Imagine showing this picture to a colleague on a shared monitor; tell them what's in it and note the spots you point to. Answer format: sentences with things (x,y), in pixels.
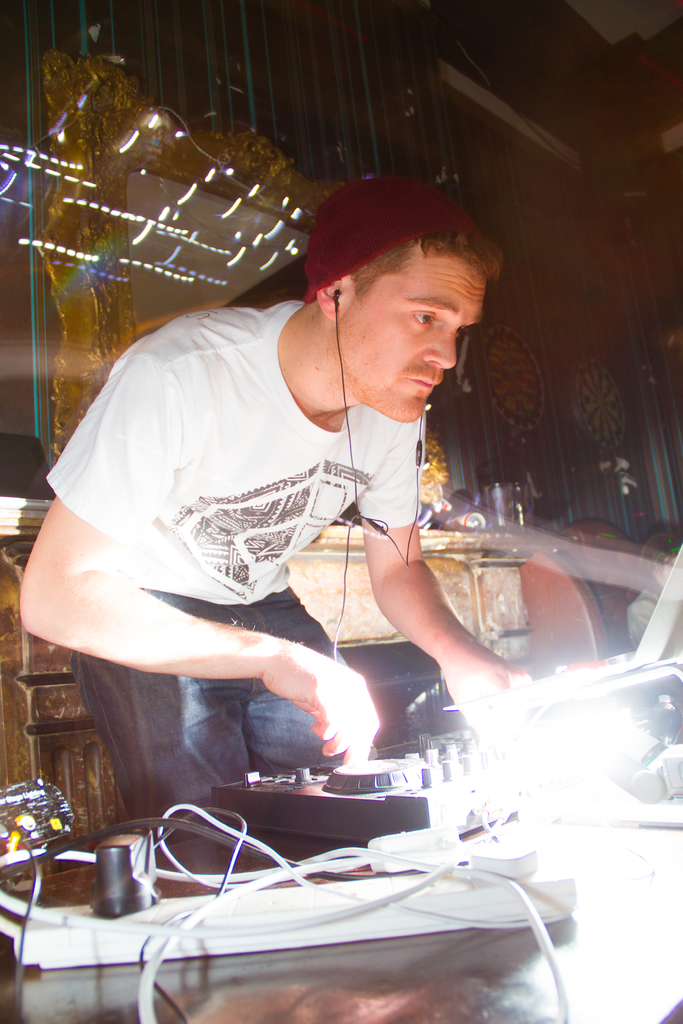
In this image I see a man (142,446) who is wearing white t-shirt (266,460) and I see he is wearing a cap (360,223) on his head (416,223) and I see the electronic equipment (547,761) over here and I see the wires (545,942) and I see the light (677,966) over here and I see that this man (125,496) is standing.
